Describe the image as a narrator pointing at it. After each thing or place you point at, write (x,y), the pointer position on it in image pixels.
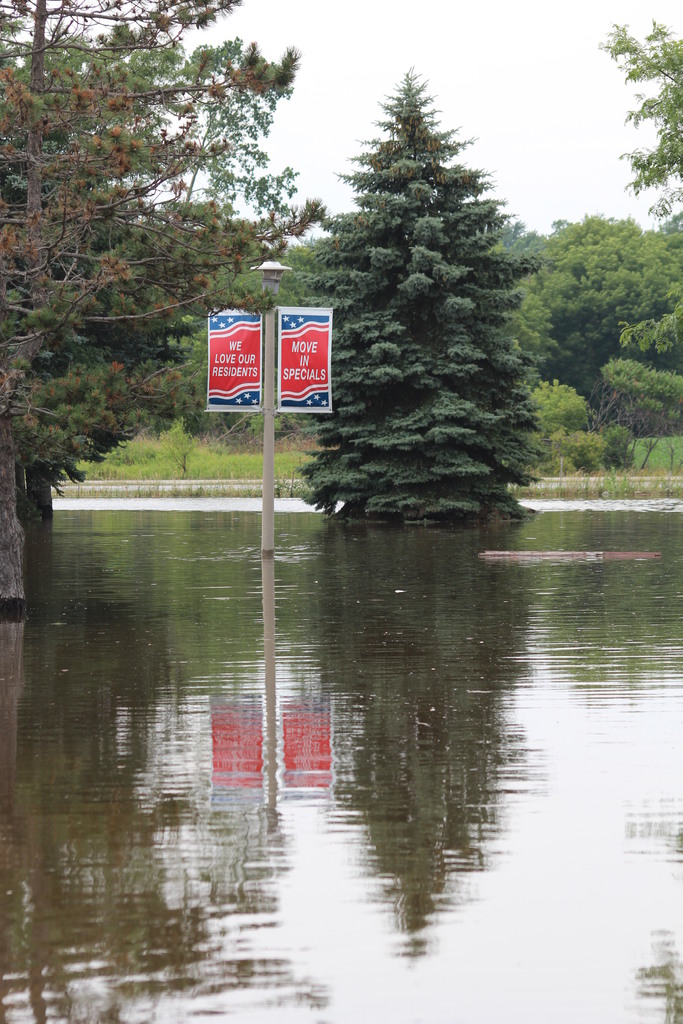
As we can see in the image there are trees (204,317), grass (205,460), poster (240,353) and water (369,836). On the top (428,68) there is a sky (435,79).
